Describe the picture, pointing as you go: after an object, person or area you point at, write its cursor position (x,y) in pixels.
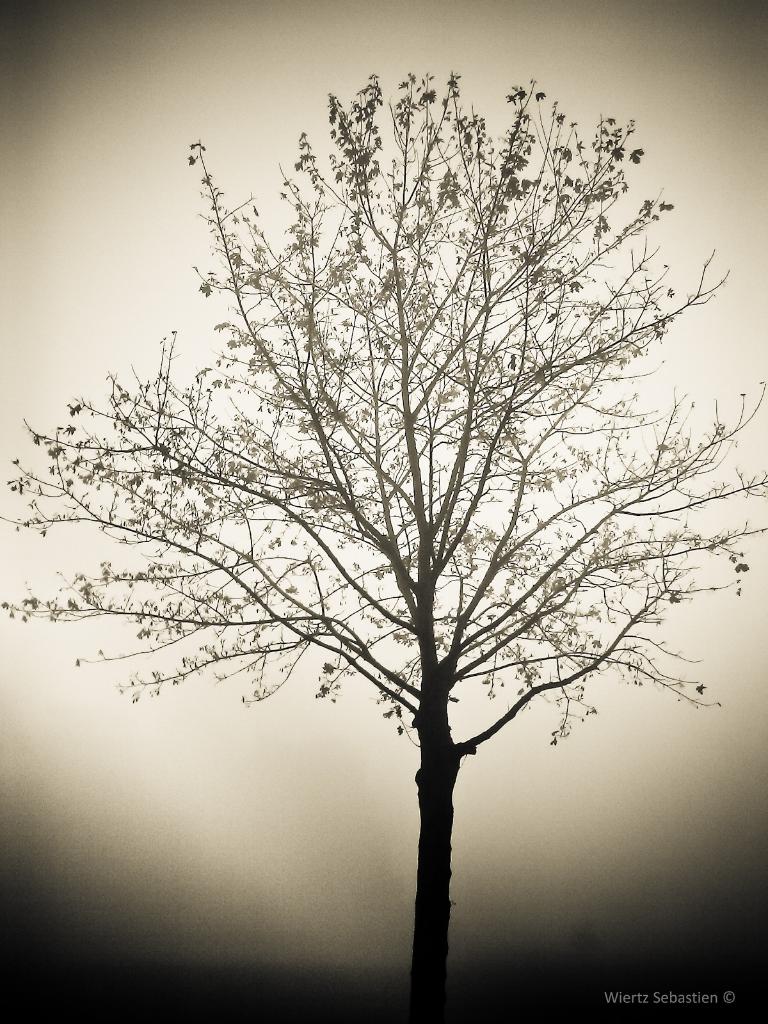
It is an edited image. I can see a tree (419,589) with branches (411,579) and leaves (251,440). At the bottom right corner of the image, this is the watermark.
